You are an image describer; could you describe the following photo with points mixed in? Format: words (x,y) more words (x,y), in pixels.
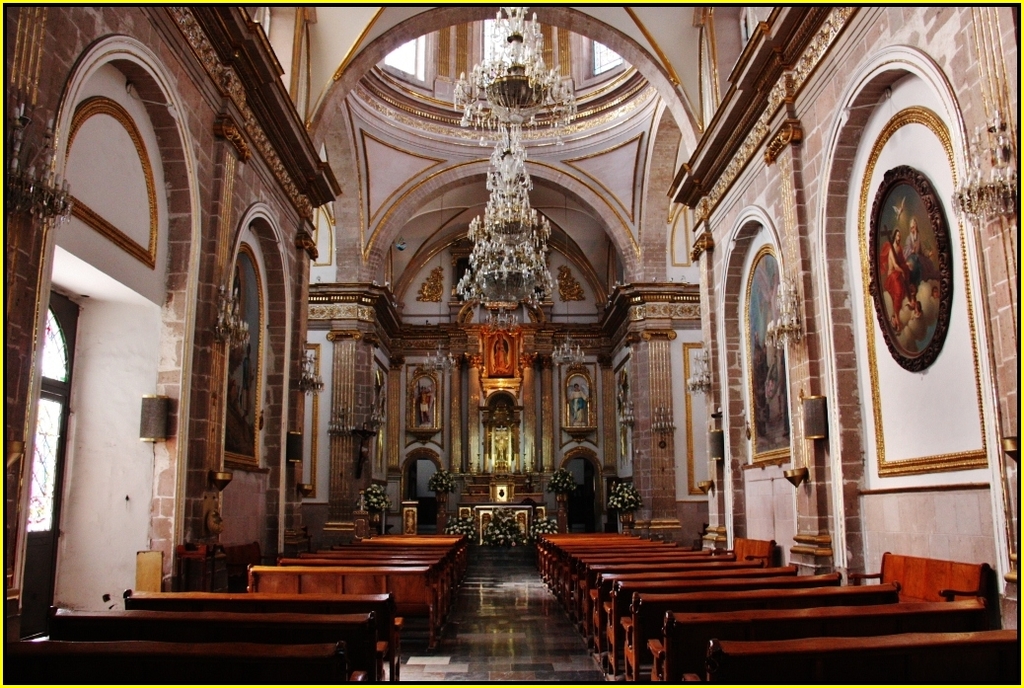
Here in this picture we can see an inner view of a church (377,458), as we can see number of benches (427,587) present on the ground (492,583) over there and in the middle (511,284) we can see a chandelier (516,167) and on the walls (954,221) we can see portraits (246,364) and in the middle (508,455) we can see a statue (500,466) with some flower bouquets (447,490) present on either side over there and on the left side (56,477) we can see a door (39,621) present over there.
